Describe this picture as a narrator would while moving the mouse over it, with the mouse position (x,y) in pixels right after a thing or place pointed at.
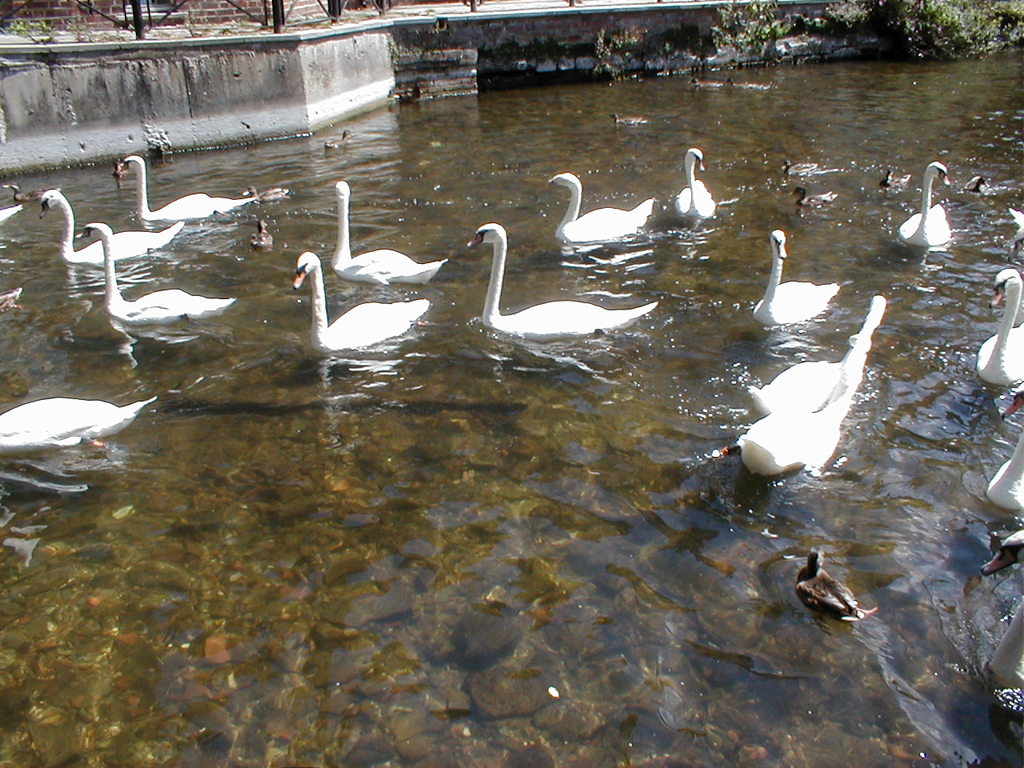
There are many ducks (805,203) and swans (798,419) in the water (626,433). Near to the water (616,464) there is a wall (703,34). Also there are plants (769,22). At the top (41,15) we can see a brick wall (173,14). Also there are stones (398,544) in the water (543,544).
